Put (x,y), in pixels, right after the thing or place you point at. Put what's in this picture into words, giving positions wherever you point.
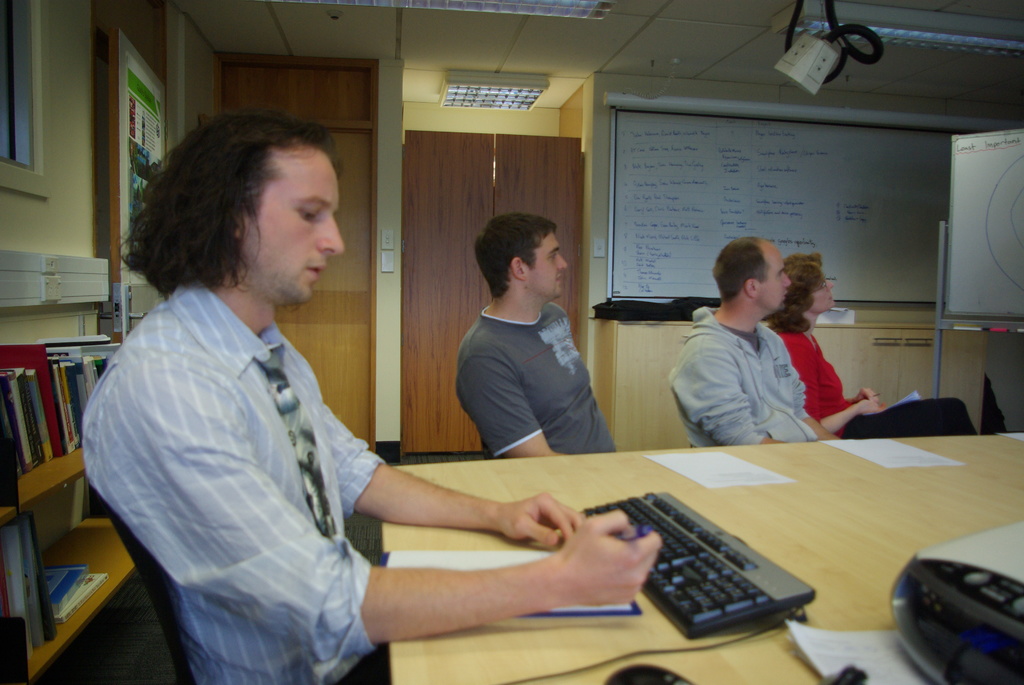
This picture might be taken inside the room (411,456). In this image, on the left side (334,502), we can see a man (315,531) sitting on the chair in front of the table (948,498) and he is also holding a pen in his hand (591,568). On the left side (113,342), we can see some books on the shelf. In the middle (518,310) and on the right side (699,354), we can see three people (881,411) are sitting on the chair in front of the table (892,521), on that table (918,541), we can see a key board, electrical wire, mouse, papers (898,644), electronic machine (959,544). On right side (997,285) there is a white color board (1001,313). In the background (739,190), we can also see a board (761,190) and a door (458,191). On the top (746,42), we can see a projector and roof (747,63) with few lights (593,5).
